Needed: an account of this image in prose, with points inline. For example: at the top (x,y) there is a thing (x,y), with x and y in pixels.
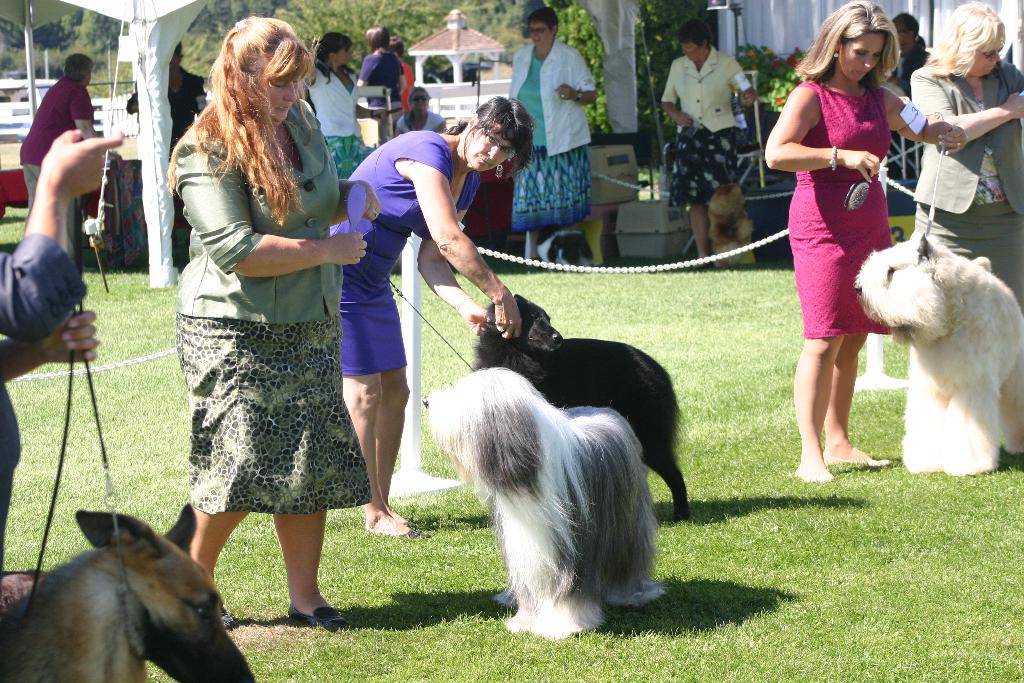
In this image I can see few dogs (549,466) which are white and black in color are standing on the ground (721,585) and I can see another dog (93,588) which is brown, black and white in color and I can see few persons (412,178) are holding the dogs (888,272). In the background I can see a white colored pole (408,291), a white colored chain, few persons (684,180) standing, few trees (102,52) and few other dogs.
